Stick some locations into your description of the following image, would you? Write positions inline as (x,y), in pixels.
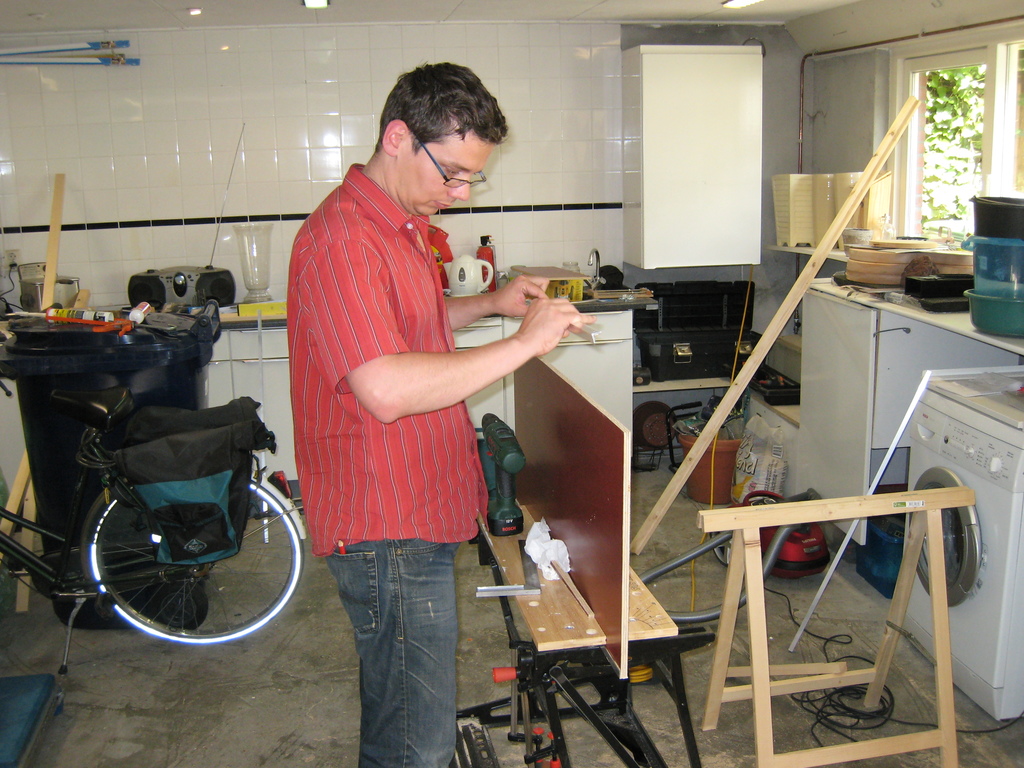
This person (381,312) standing and holding object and wear glasses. We can see furniture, bicycle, washing machine (989,485), bin (41,359), cables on the floor (262,569), we can see radio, kettle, containers (1006,234) and things (900,297) on the furniture (828,277). On the background (447,41) we can see wall (623,40), window (953,141) from this window (954,166) we can see plants (966,172). On the top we can see lights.
